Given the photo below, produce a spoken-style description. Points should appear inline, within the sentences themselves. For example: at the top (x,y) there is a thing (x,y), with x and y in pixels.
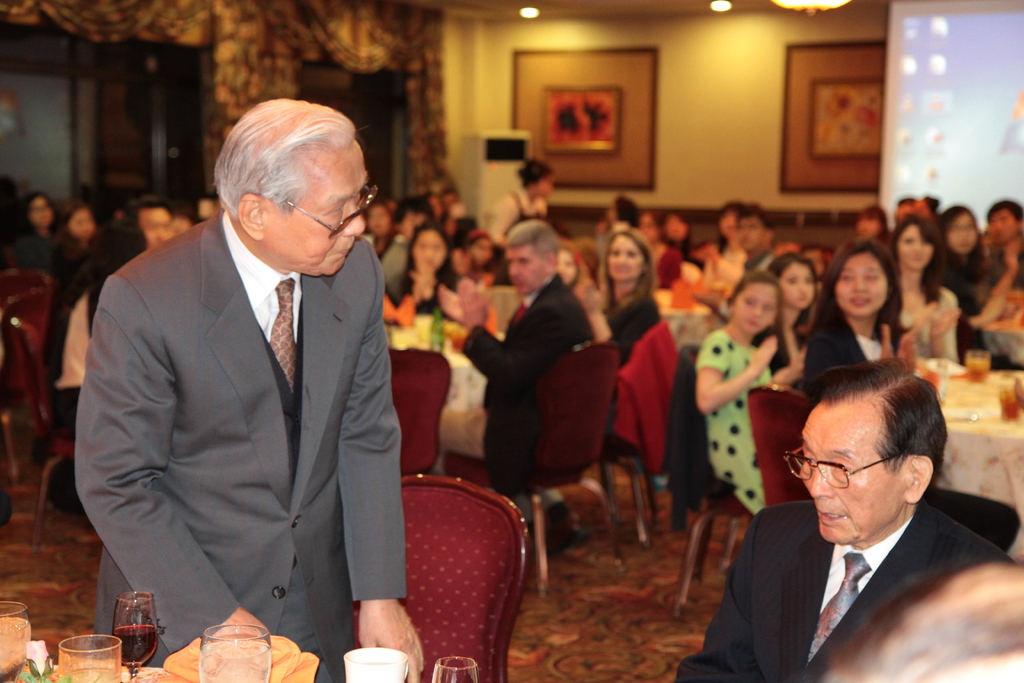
In the foreground of this image (315,581), at the bottom (114,626), there are few glasses (150,626), a man (262,428) standing, a chair (501,557) and a man (857,593) sitting. In the background (903,304), there are few people (963,278) sitting on the chairs (577,386) around the tables (978,406) on which there are few objects (968,379), few frames (826,114) on the wall (744,20), curtain (360,49), lights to the ceiling (459,9), screen (926,98) and a white color object (514,154).
